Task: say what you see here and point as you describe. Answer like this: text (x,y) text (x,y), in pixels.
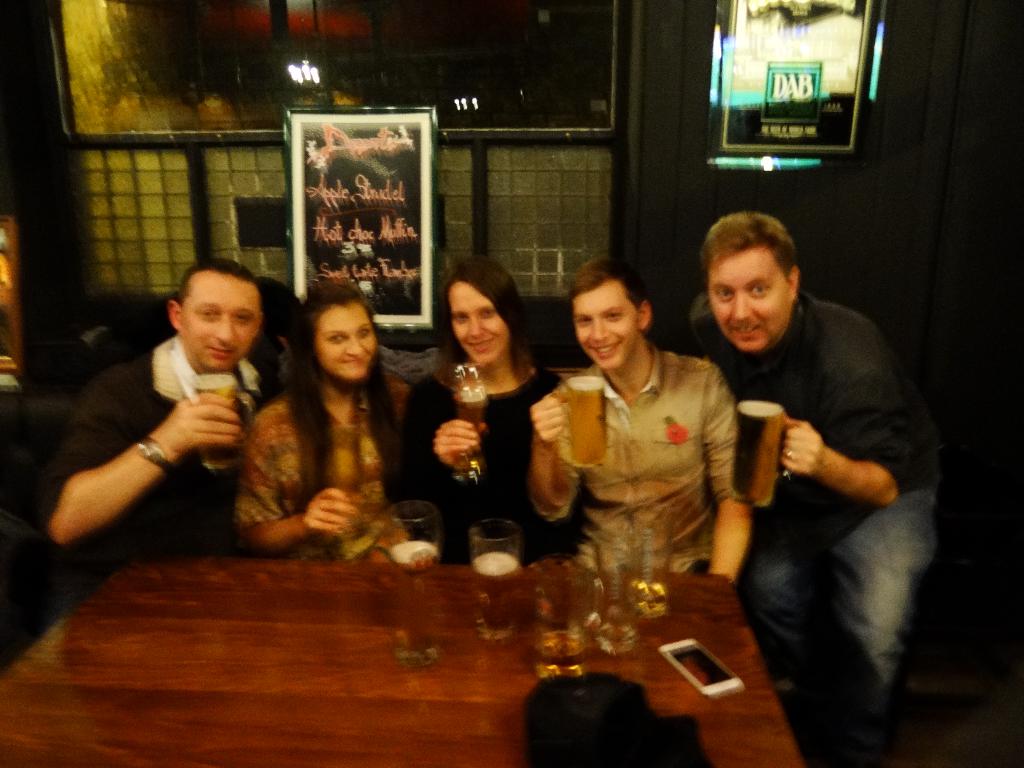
In this image there are group of people (224,358) who are sitting and they are holding a glass (206,383). In front of them there is one table (328,672), and on that table (436,600) there are some glasses (483,605) and that glasses (536,593) are filled with drink (658,604). On the right side of the table (749,649) there is one mobile (714,672). In the background of the image (431,109) there is one window (262,110) and one board (303,192) on the middle of the image (383,293). In the right side of the image (910,160) there is one wall (933,180) and one poster (823,105).
